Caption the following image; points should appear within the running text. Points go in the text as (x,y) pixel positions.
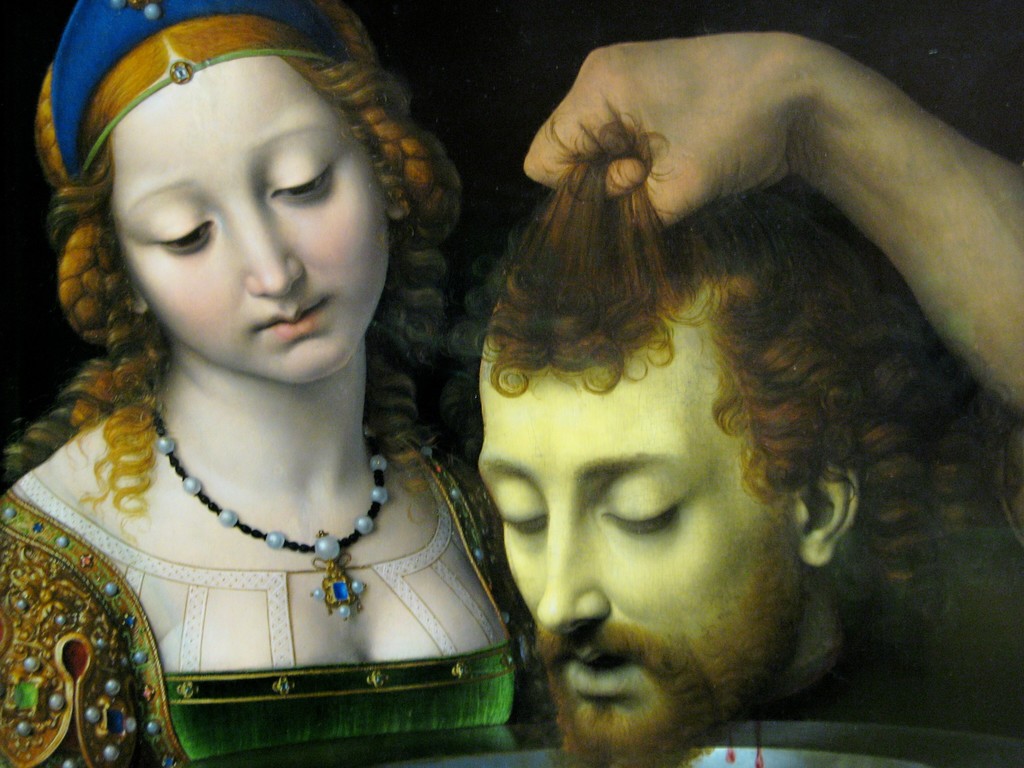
In this image I can see depiction picture where I can see a woman (201,347) and head (552,377) of a man (877,446). I can also see a hand (592,52) on the right side (898,204) this image.
